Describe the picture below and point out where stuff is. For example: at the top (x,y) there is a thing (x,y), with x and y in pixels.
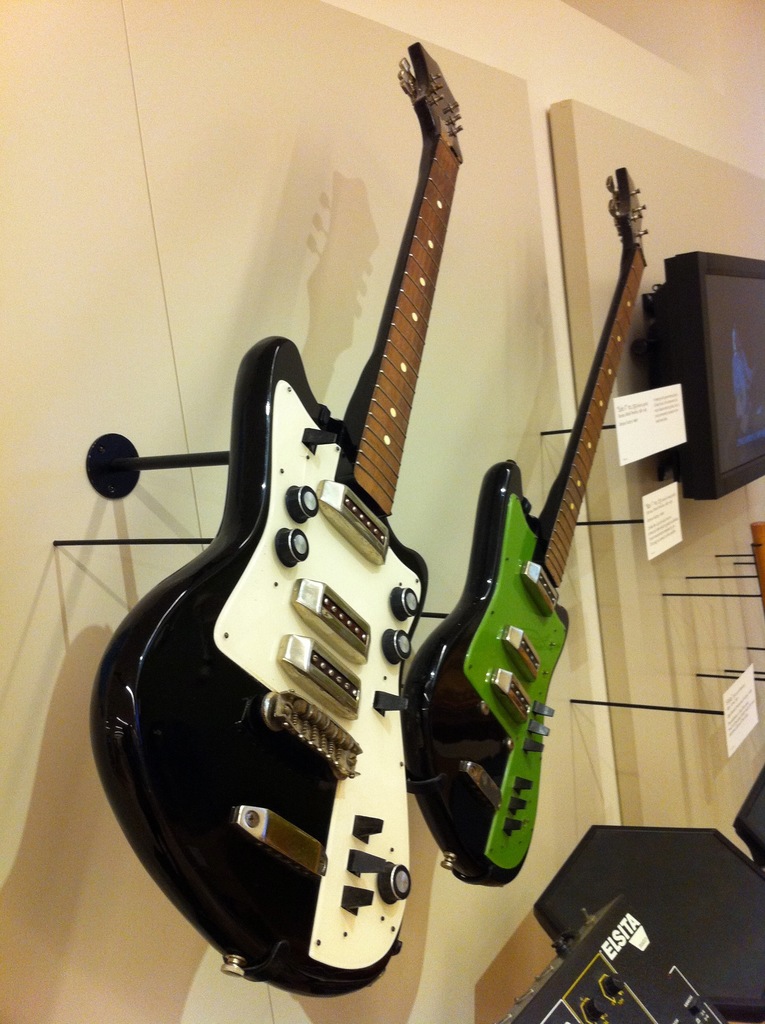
This image consists of guitars (485,478) hanged to the wall (259,335). On the right (730,399), there is a screen (723,420). And we can see some papers (676,499). In the background (70,285), there is a wall (405,192).
